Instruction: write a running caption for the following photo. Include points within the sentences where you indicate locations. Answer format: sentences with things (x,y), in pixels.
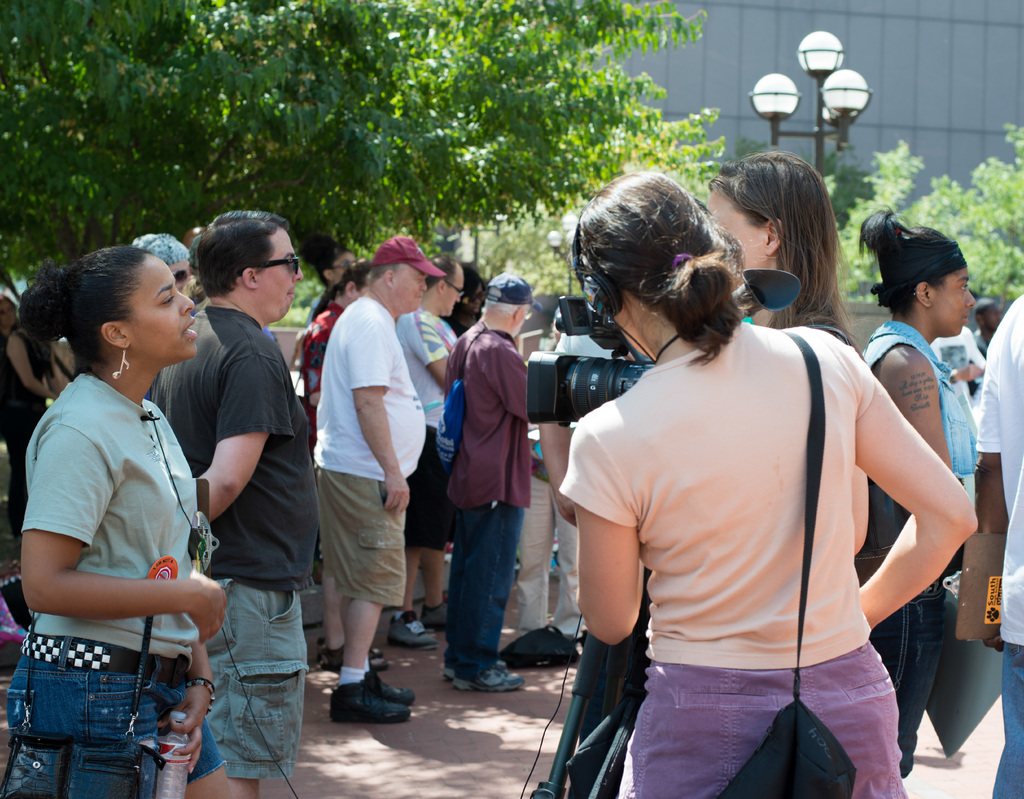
In this image there are many people (504,373) standing on the ground (430,675). The woman (114,585) to the left (101,653) is holding a water bottle (170,739) in her hand (196,739). In the center (625,526) there are two women (754,319). In front of them there is a camera (583,401) on a tripod (599,683) standing. Behind them there are trees (557,126) and street light poles (830,71). In the background (888,40) there is a wall (768,49) of a building (816,19).
